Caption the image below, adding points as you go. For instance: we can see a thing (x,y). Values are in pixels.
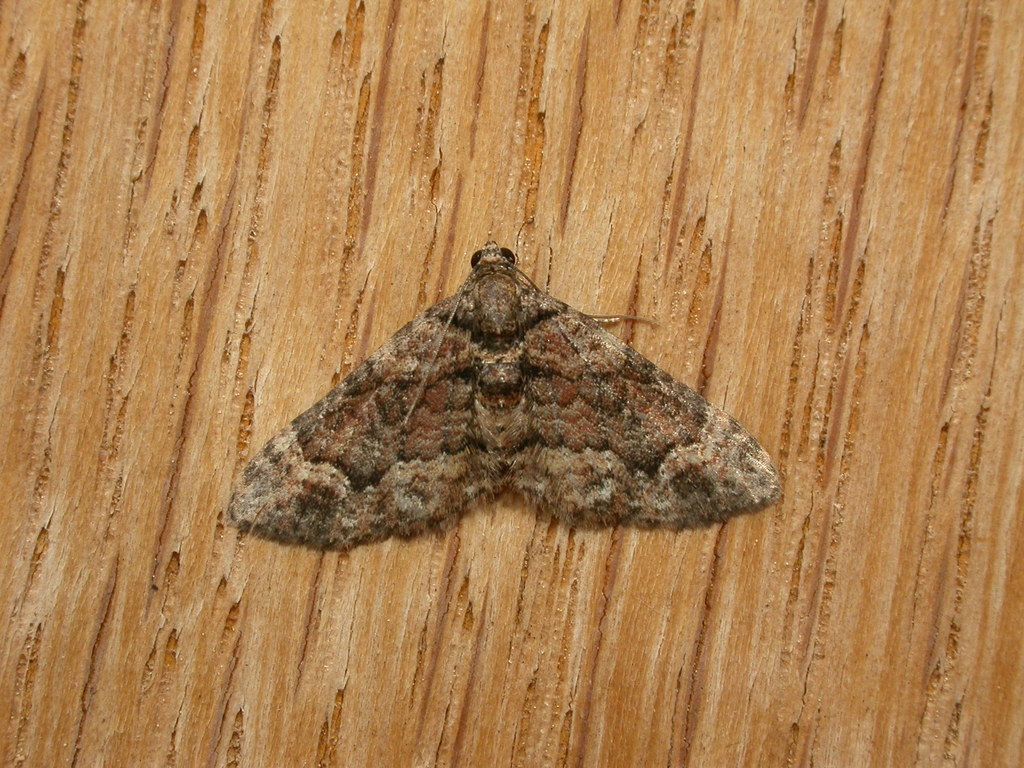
In the picture we can see a wooden plank (575,624) on it, we can see a moth (427,516) with wings (463,316) and legs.
